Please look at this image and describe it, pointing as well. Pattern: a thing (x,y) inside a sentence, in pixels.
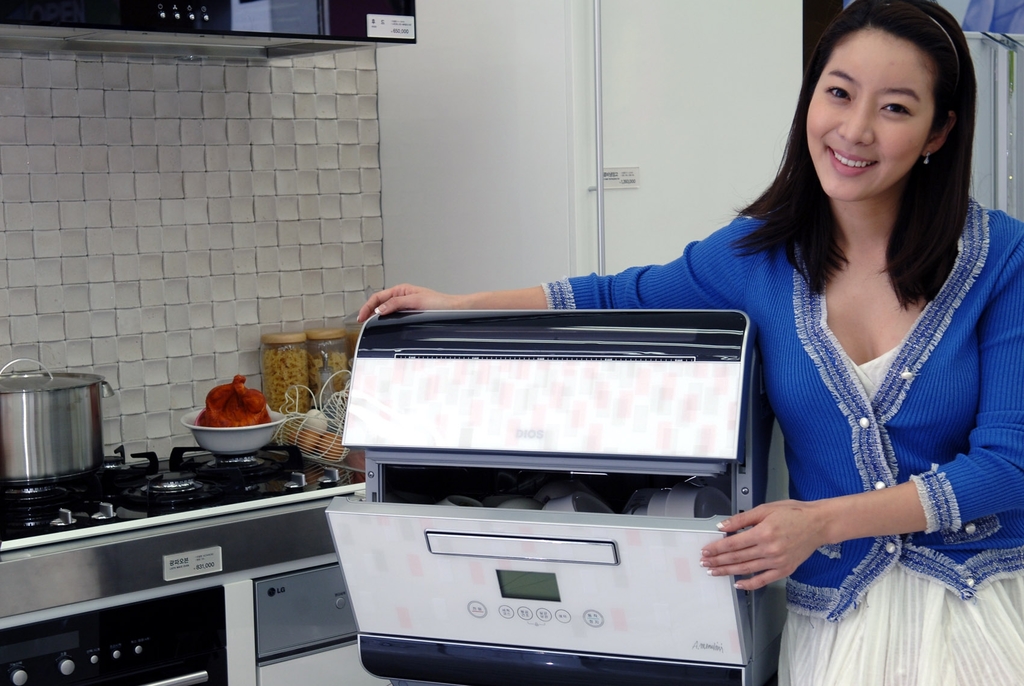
The image is taken in a kitchen (428,483). On the right (873,257) there is a woman (865,433). In the center (504,362) there is a dishwasher (394,480) On the left (22,441) there are jars (272,341), vessel (35,412), bowl (247,431), food items (311,438), stove (213,497) and other objects (241,678). In the center of the background (228,162) it is wall (252,150). In the image there are other objects (267,25) in the background (994,69).
